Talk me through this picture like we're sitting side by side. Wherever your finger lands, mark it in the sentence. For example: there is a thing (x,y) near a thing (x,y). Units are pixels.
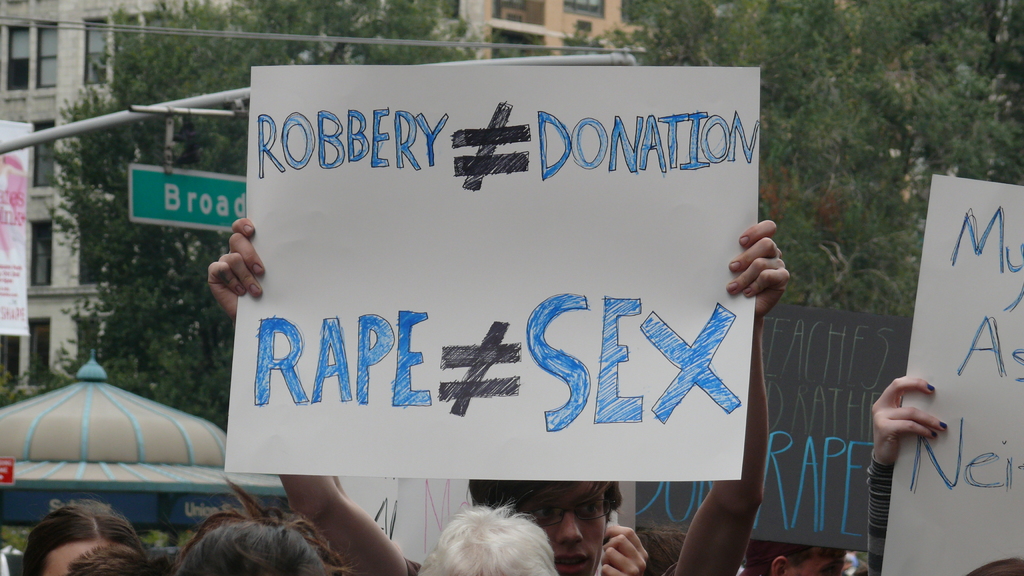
In this image I can see there are persons (575,494) standing and holding a paper (538,256) and there is a text (587,386) written on it. And at the back (146,433) there is a shed (190,463) and a pole (12,146). And there is a board (228,203) attached to the pole (47,132). And there are trees (429,61) and building (109,68). And there is a banner (22,227) attached to the building (58,210).
